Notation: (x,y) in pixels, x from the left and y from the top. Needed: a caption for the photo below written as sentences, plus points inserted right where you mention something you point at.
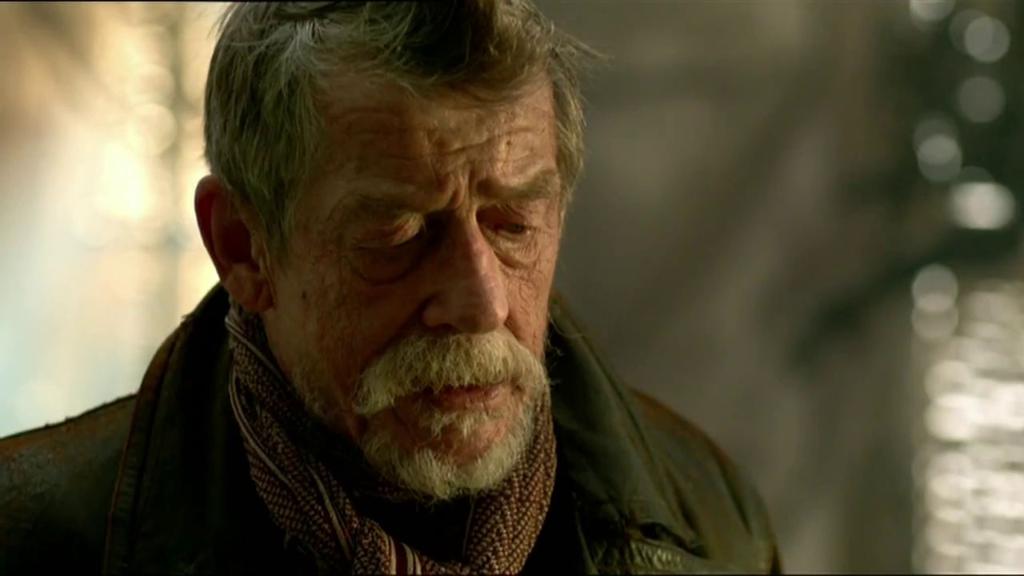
In this image we can see a person (286,389) and a blurry background (53,339).
